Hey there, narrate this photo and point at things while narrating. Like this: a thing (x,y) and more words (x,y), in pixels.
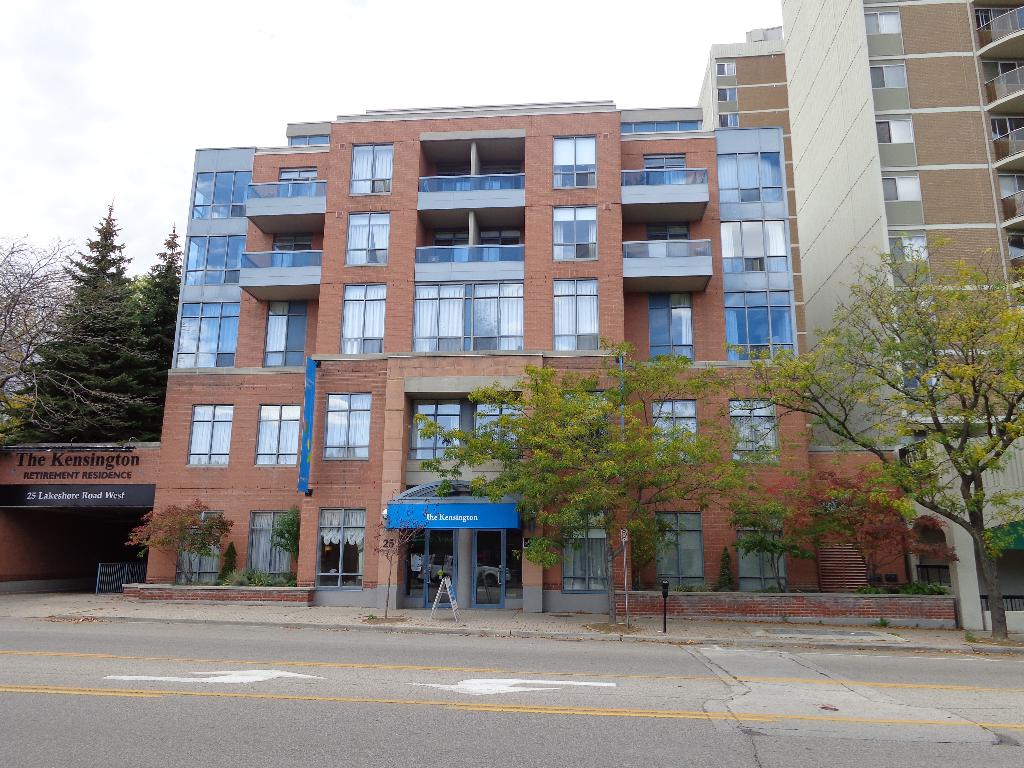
In this picture there are buildings (346,296) in the center of the image (437,267) and there are trees (804,403) on the right (791,346) and left side of the image (144,431).
